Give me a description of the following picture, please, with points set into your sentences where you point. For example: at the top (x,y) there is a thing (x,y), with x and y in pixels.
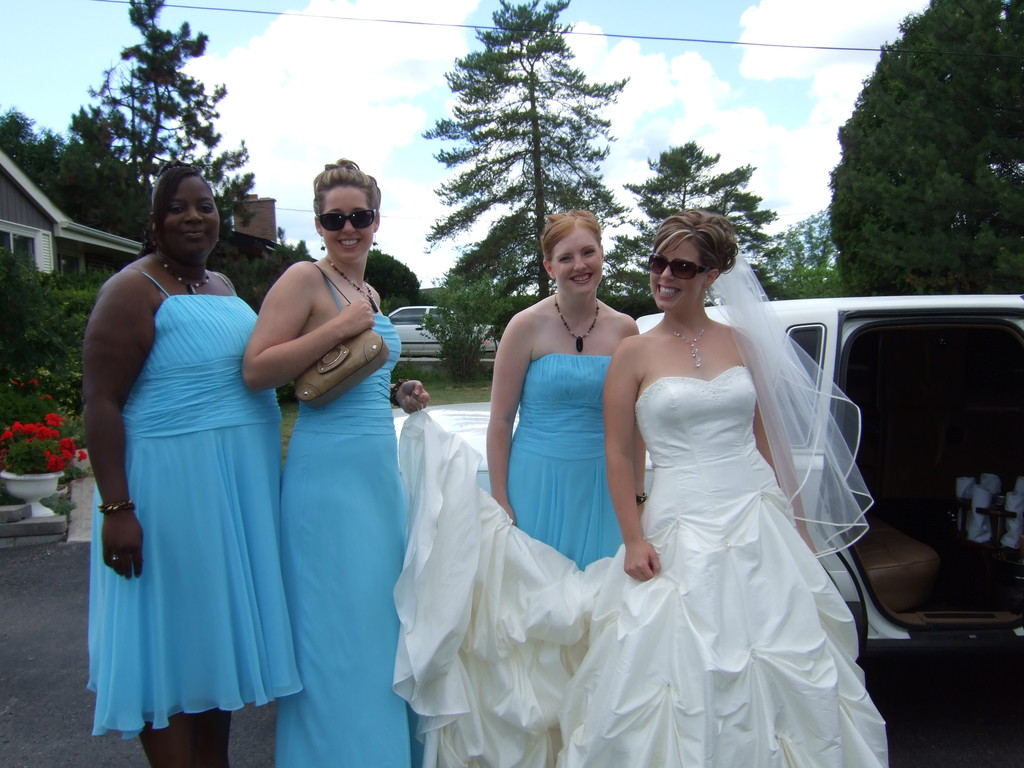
In front of the picture, we see four women (724,489) are standing. Three of them are wearing the blue dresses (284,520) and the woman (449,448) on the right side (710,478) is wearing the white dress (699,484). All of them are smiling and they are posing for the photo. Behind them, we see a white car (883,492). On the left side (63,414), we see the trees (26,365), flower pot (35,484) and the plants (14,447) which have the red flowers (30,433). There are trees (230,258), buildings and a white car (413,319) in the background (414,346). At the top (693,66), we see the sky (692,76) and the clouds (682,114).
